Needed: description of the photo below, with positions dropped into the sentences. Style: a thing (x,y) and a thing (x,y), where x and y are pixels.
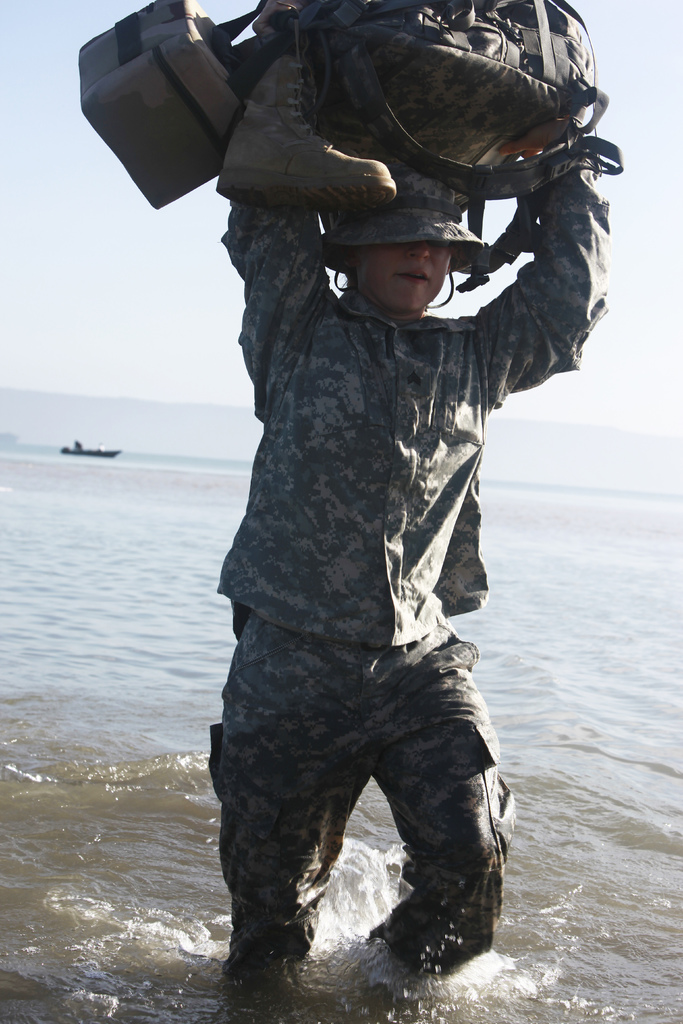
In this image we can see a army person (417,405) is carrying bags (330,65) and shoes (306,145) on head (412,171) and wearing army uniform (393,558). Behind sea (208,590) is there and one boat (99,449) is there on the surface of water (99,475).
